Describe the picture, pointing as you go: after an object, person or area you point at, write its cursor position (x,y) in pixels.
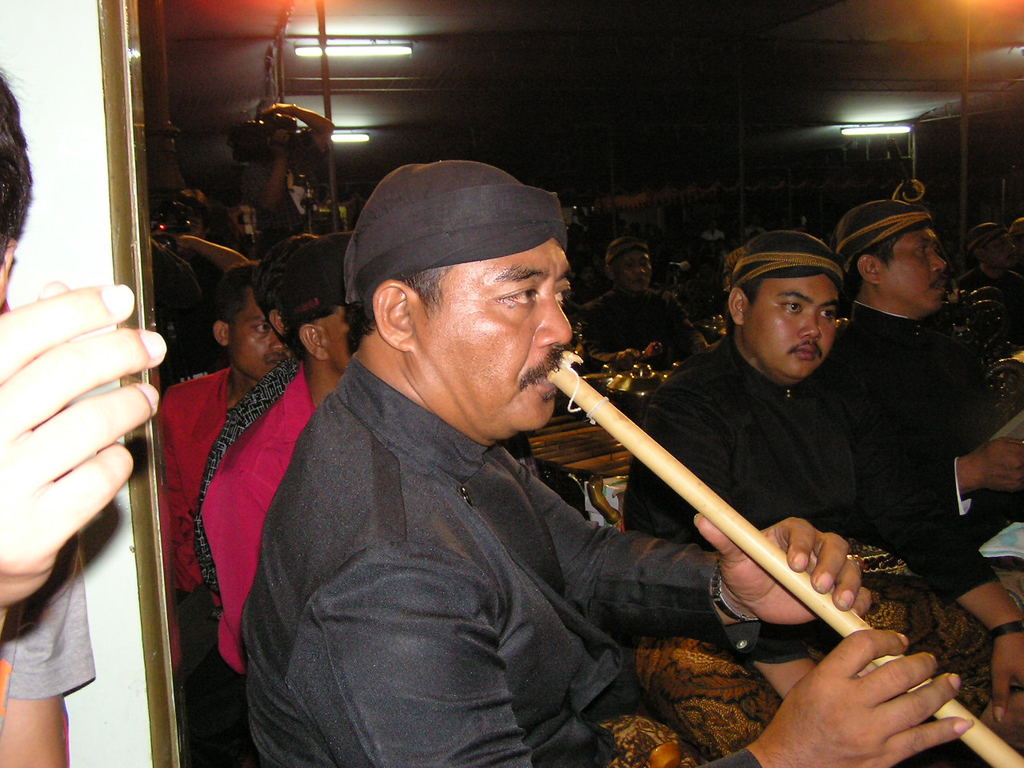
There is a person (365,257) wearing cap (396,259) is playing a musical instrument (566,374). In the back (680,273) there are many people (319,257). On the ceiling (373,82) there are lights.
